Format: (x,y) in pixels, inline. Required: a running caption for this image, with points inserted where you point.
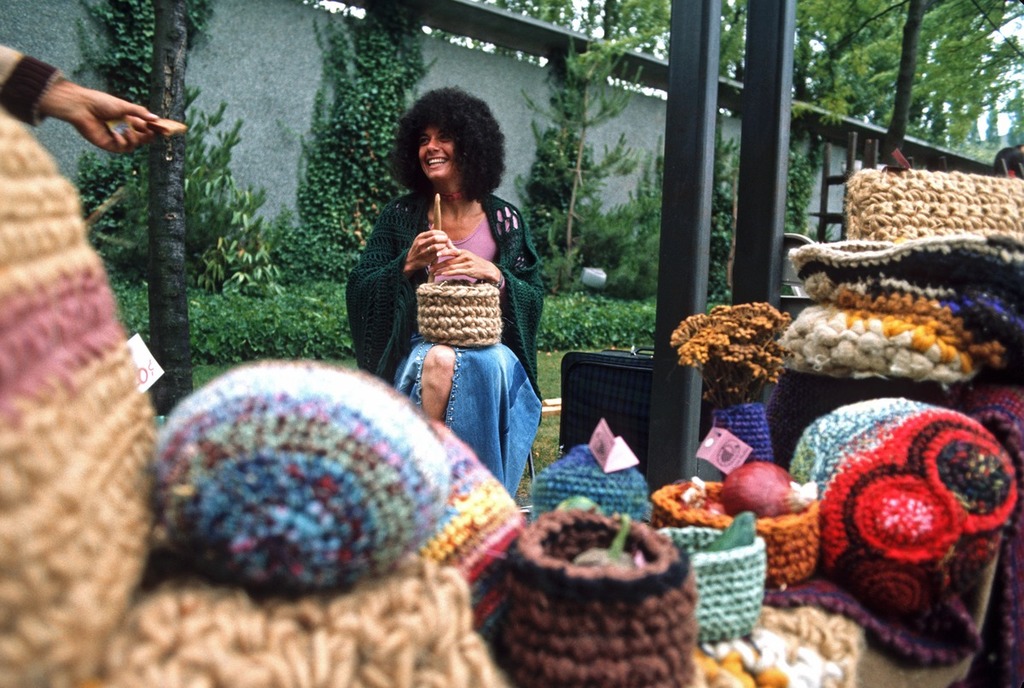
In this image, there are a few people (419,180). We can see some woolen objects (958,304), poles (767,181), trees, plants (767,307). We can see some grass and the sky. We can also see the ground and a ladder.
